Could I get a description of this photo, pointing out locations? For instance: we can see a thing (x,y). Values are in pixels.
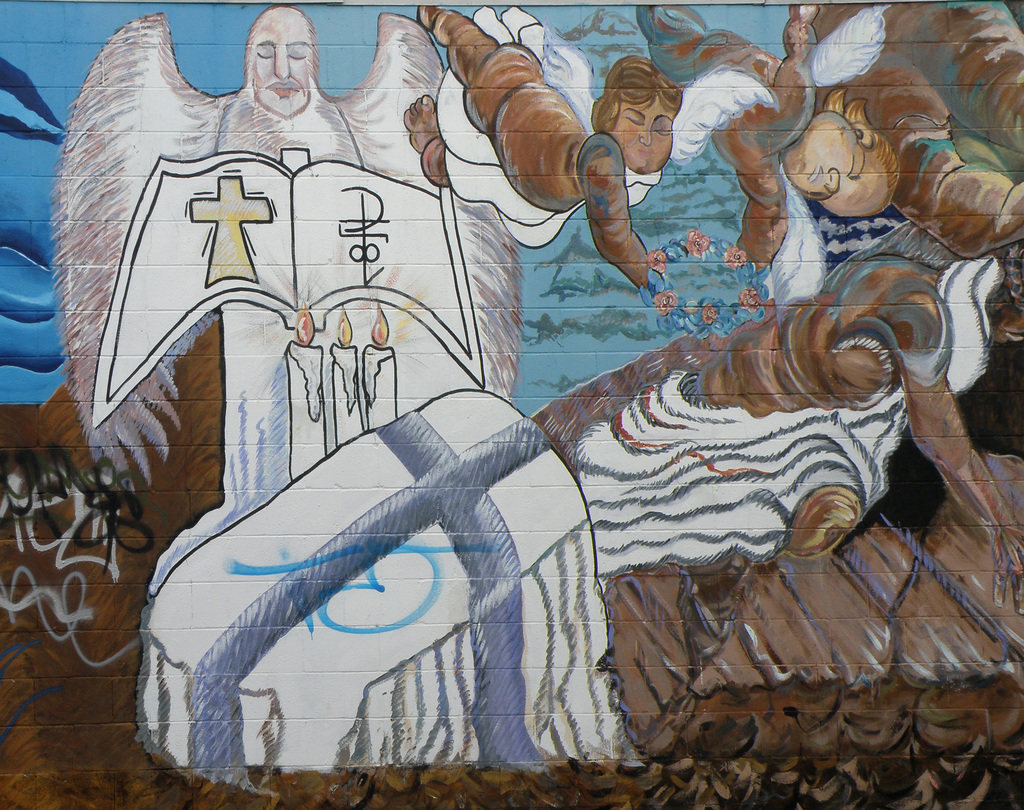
In this image we can see painting (168,642) on wall (567,458).
